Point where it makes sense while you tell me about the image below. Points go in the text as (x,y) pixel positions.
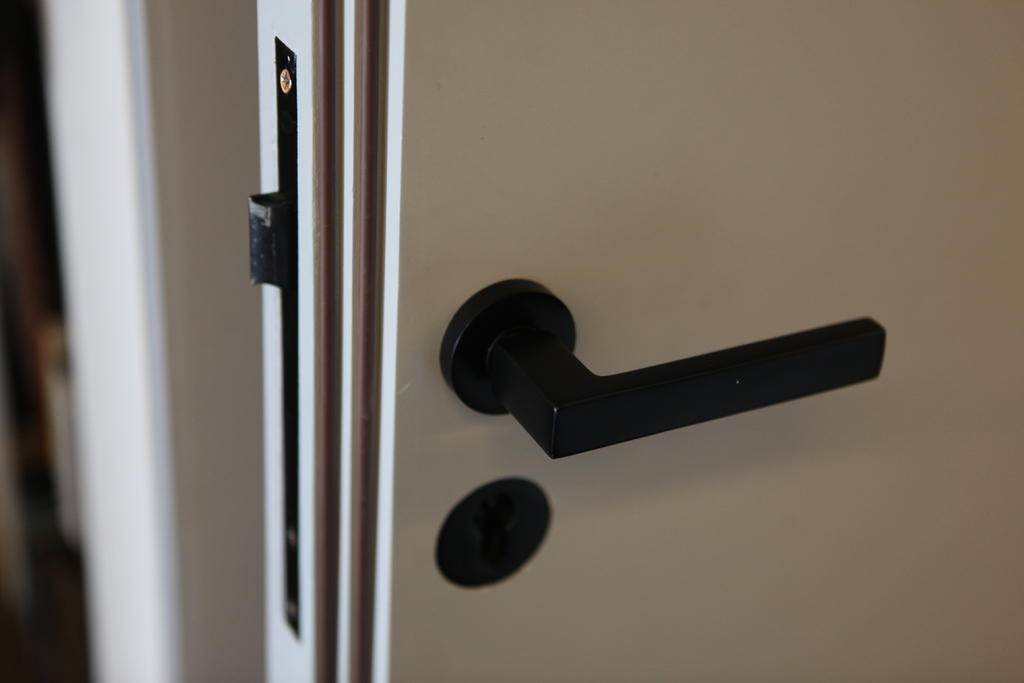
In this image we can see a white door (750,583). On the door (779,428), we can see a door handle (662,422) which is in black color.
